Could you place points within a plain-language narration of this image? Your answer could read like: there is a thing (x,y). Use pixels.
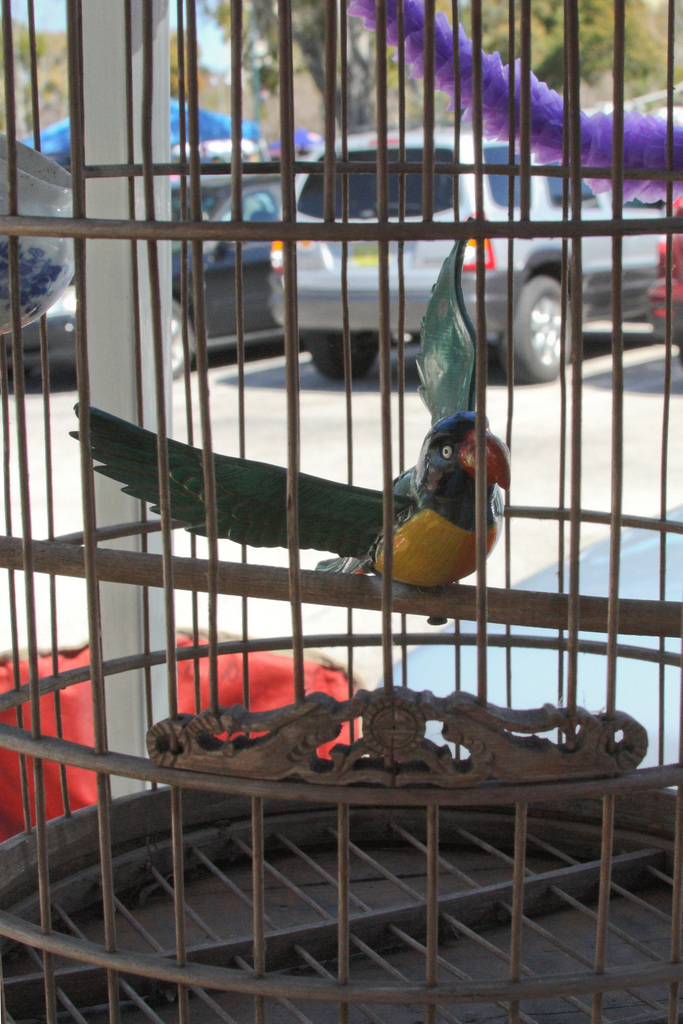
In this image I can see the bird (410,546) inside the birdcage (273,774). The bird (422,521) is colorful and the cage (228,868) is in dark brown color. In the back (327,289) there are vehicles (245,278) on the road (372,437). I can also see many trees (323,39) and the sky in the back (171,87).
